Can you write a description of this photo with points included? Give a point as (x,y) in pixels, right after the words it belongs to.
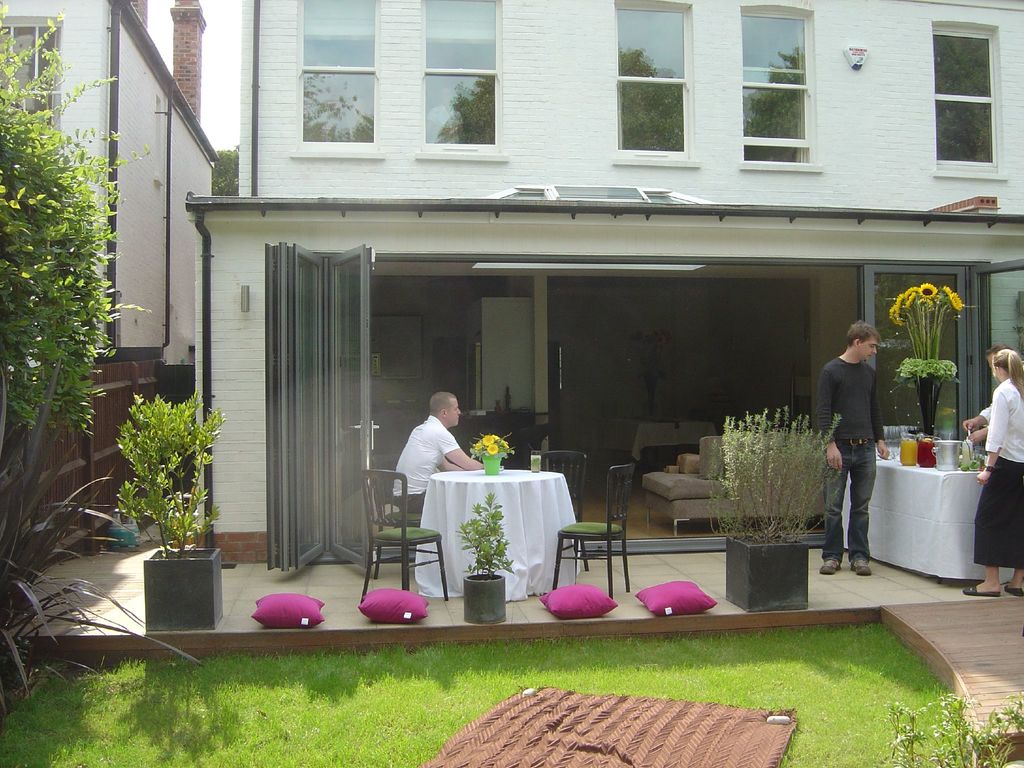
In this image we can see a building (611,135). On the building (609,137) we can see glass windows (440,84) and on the glasses (454,110) we can see the reflection (438,101) of trees (473,82) and the sky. In front of the building (368,391) we can see a person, chairs (570,485), table (563,499), grass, house plants (732,520) and pillows (648,605). On the right side (861,531), we can see food items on a table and persons (822,573). On the left side (5,144), we can see plants (5,517), building (121,127), tree (1,175) and the sky (220,17).
